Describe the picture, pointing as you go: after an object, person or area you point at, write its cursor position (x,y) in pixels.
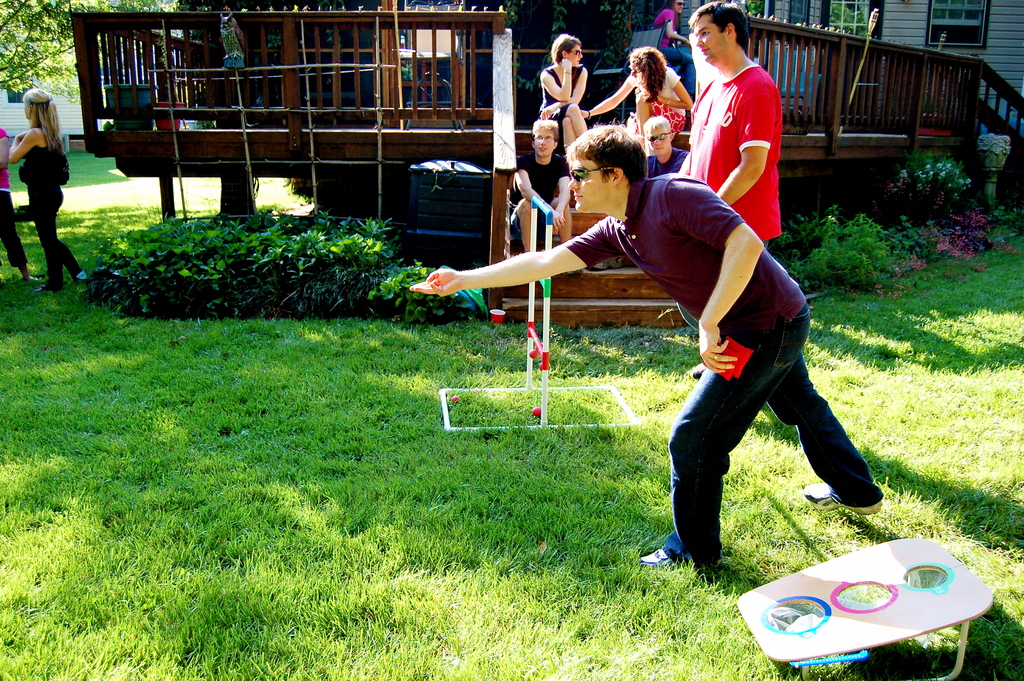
In this image I can see number of people (676,106) where few of them are standing and few of them are sitting. I can see plants (355,305) and a house (923,34).
